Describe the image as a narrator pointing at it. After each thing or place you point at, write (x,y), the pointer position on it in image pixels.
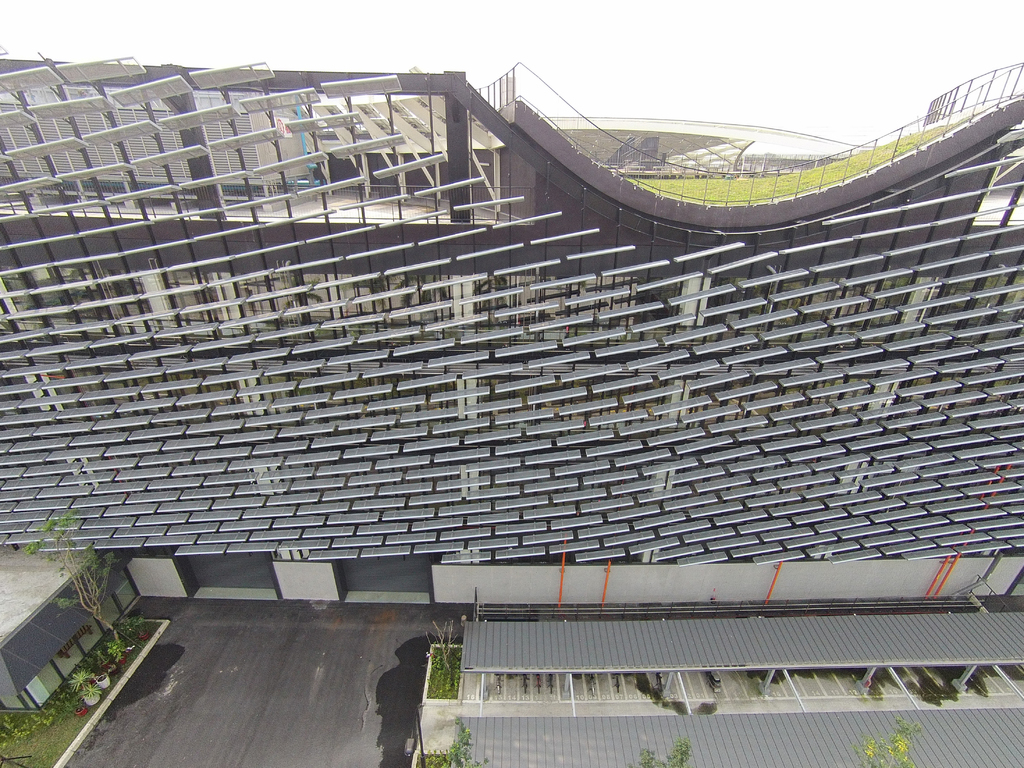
In this image, I can see an architecture building (483,423). At the bottom of the image (99,669), I can see the trees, flower pots (89,699), grass (66,725) and sheds (867,666). In the background (651,92), there is the sky (577,92).
